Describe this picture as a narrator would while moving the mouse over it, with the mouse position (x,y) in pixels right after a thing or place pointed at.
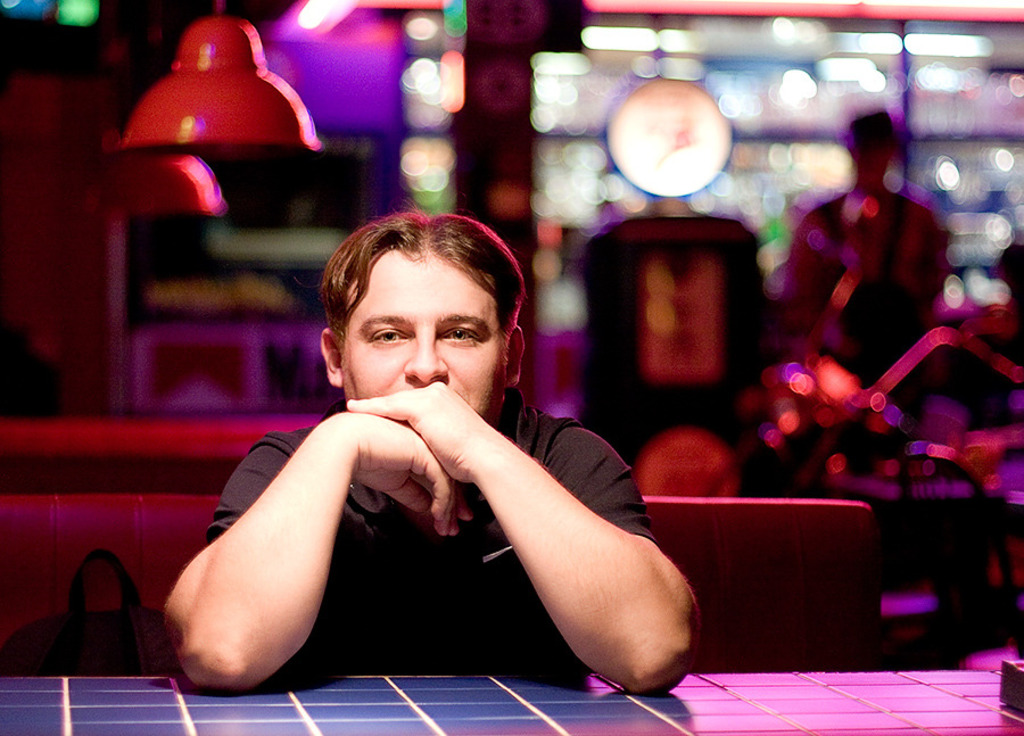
In this image I can see the person (446,575) sitting and the person (659,586) is wearing black color dress (458,536) and I can see few lights (666,92) and I can see the blurred background (635,84).
